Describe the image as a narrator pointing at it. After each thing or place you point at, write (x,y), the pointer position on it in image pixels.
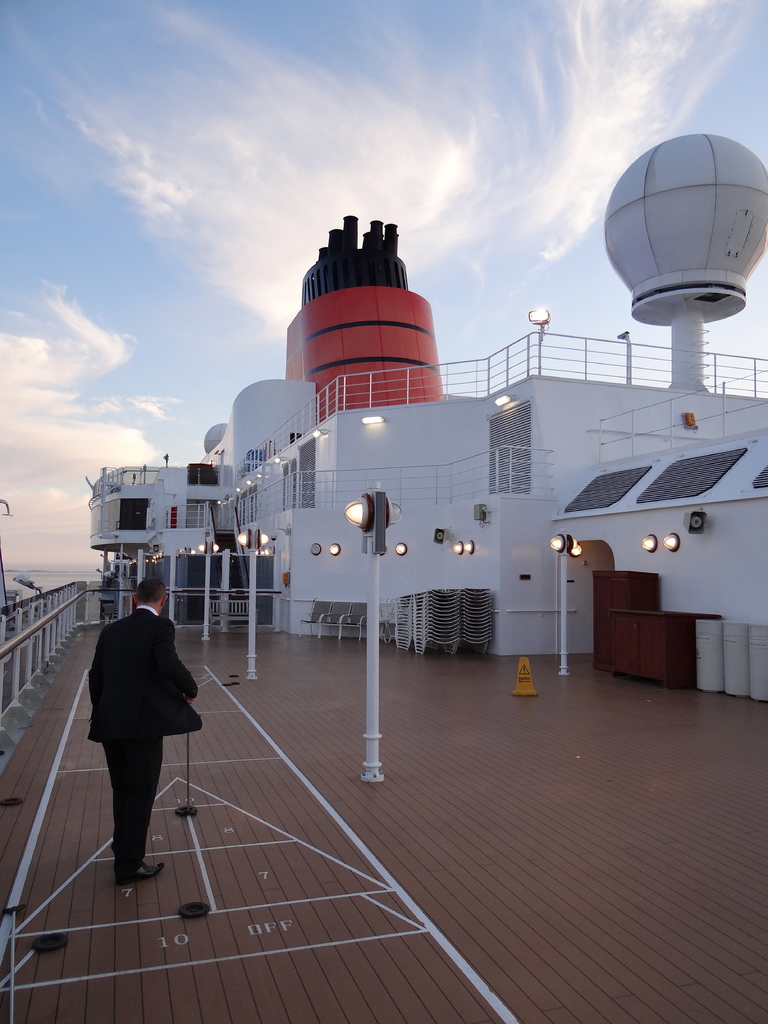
In the foreground of this picture (173,726), there is man (170,712) on the boat surface (367,789) and in the background (346,541), there is the boat body (333,538), railing (498,362), chairs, water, the sky (463,247) and the cloud (5,382).
